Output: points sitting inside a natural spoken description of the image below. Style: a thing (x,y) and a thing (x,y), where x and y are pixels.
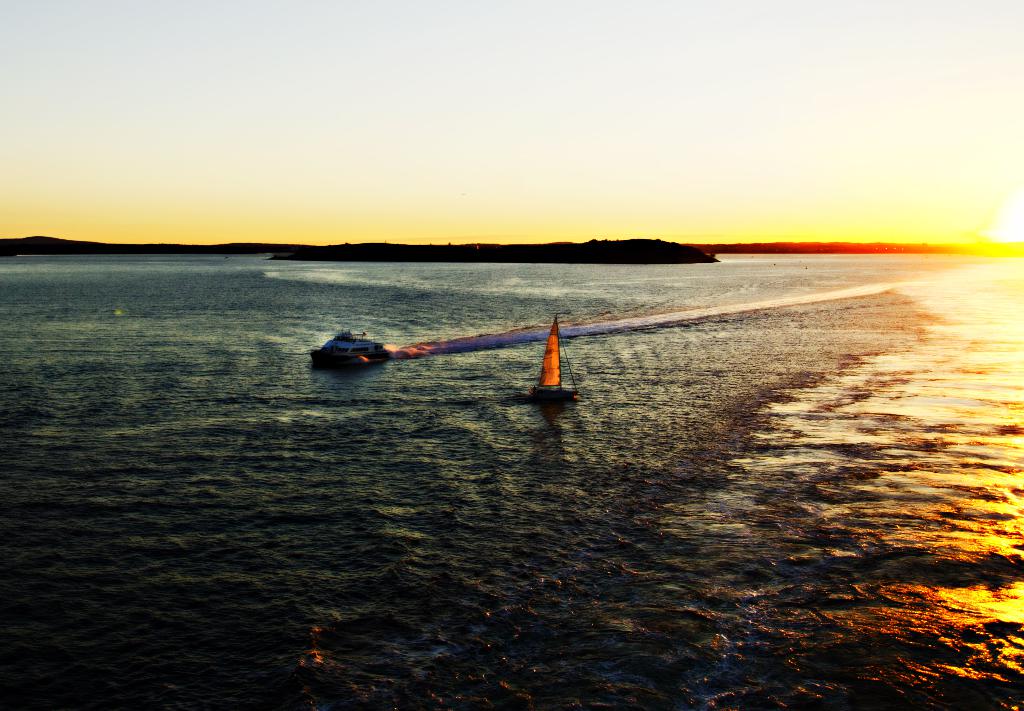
In this image, there is an outside view. In the foreground (759,482), there are boats (360,355) floating on the sea (315,459). In the background (512,148), there is a sky (477,153).
